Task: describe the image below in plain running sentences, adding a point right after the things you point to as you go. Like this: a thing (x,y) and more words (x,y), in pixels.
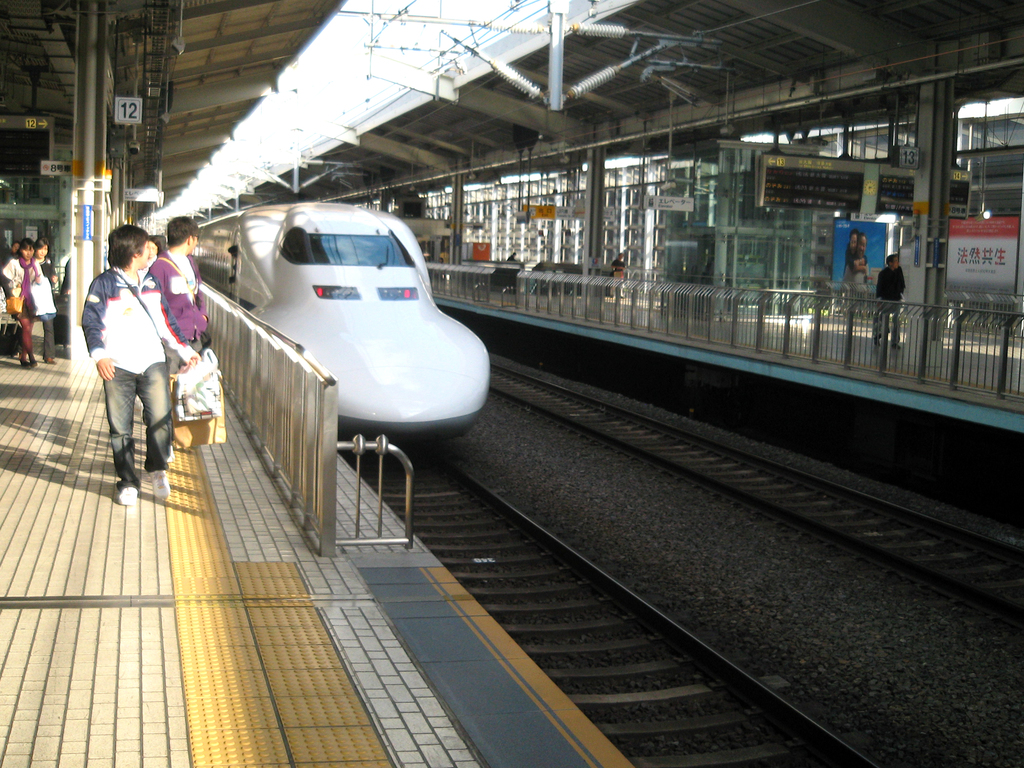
On the left side (196,586) there is a platform (76,519) with pillars (86,259) and railings (329,413). Also there are many people (121,423). Near to that there are railway tracks (460,499). On that there is a train (345,325). On the right side (723,313) there is a platform (853,333) with pillars (586,235), railings (717,333).
